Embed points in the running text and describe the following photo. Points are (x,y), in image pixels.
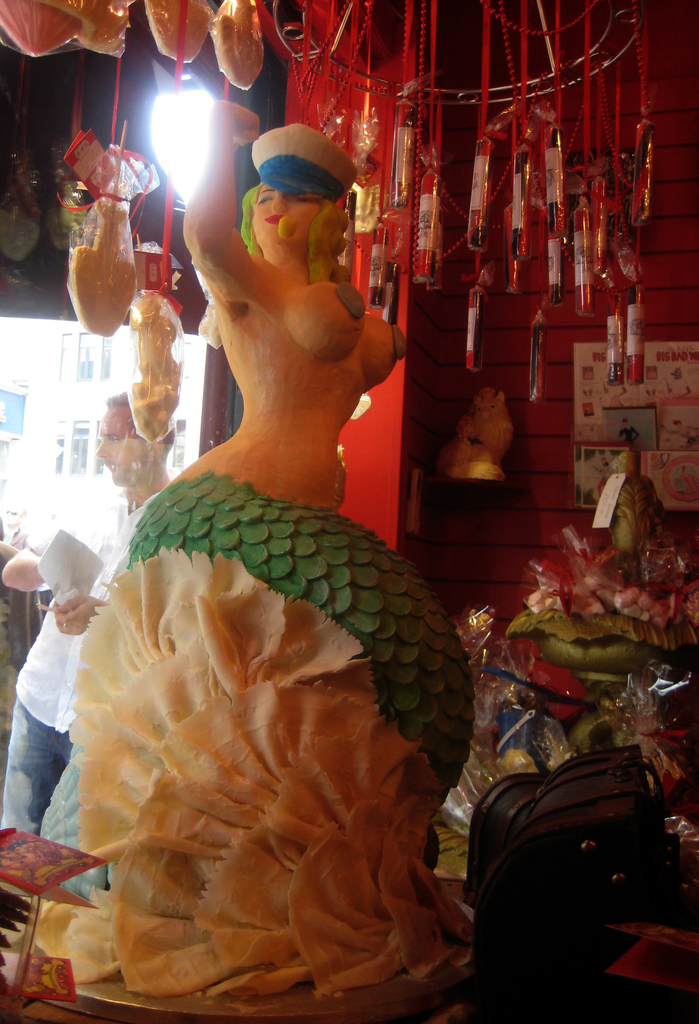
In this picture we can see the candy shop (484,662). On the left (130,441) there is a man (109,466) who is wearing white shirt (43,695), jeans (53,767) and holding paper (82,562). In the back (185,438) we can see shop (188,428). At the top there is a light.
